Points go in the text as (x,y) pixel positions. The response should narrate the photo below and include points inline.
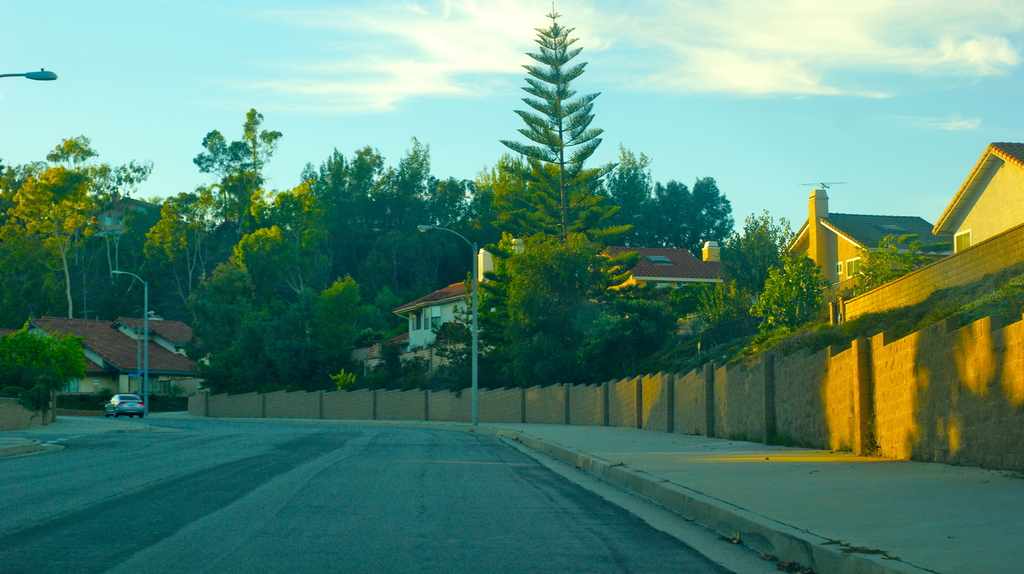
In this image we can see few houses (699,287). In front of the houses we can see trees (499,353), grass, wall (897,283), car (131,402) and poles (139,378) with lights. Behind the houses (175,357) we can see the trees (516,226). On the left side (201,248), we can see the trees (25,348) and a wall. At the top (34,20) we can see the sky (201,65).
